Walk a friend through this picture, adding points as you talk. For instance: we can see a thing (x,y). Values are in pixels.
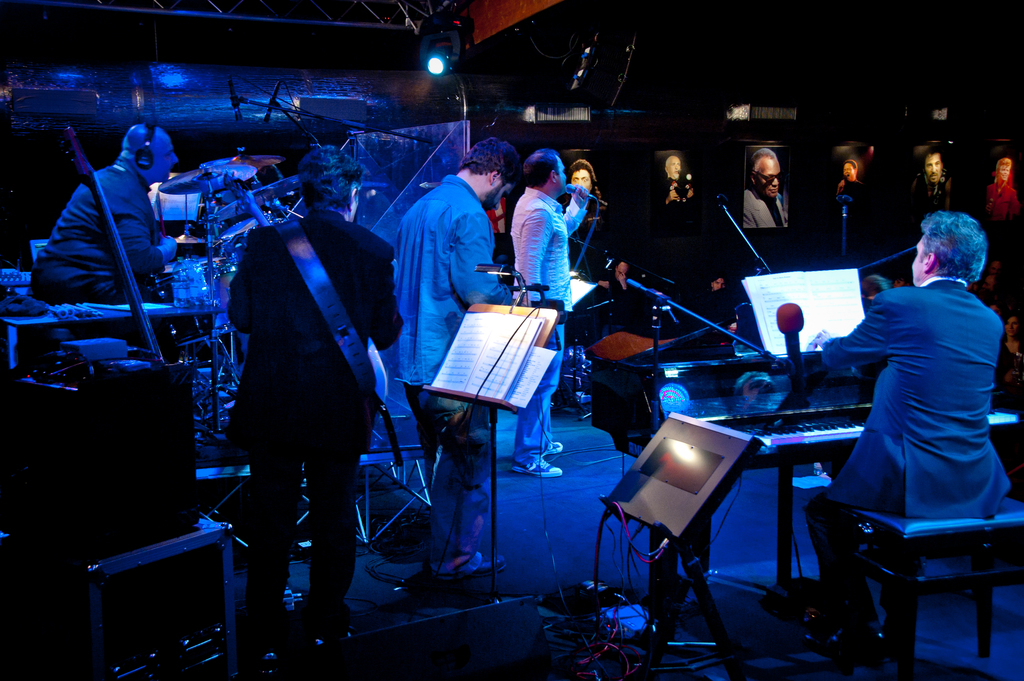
In this image there are people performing music concert. In the background of the image (846,188) there are posters (758,192) of persons (752,181).
